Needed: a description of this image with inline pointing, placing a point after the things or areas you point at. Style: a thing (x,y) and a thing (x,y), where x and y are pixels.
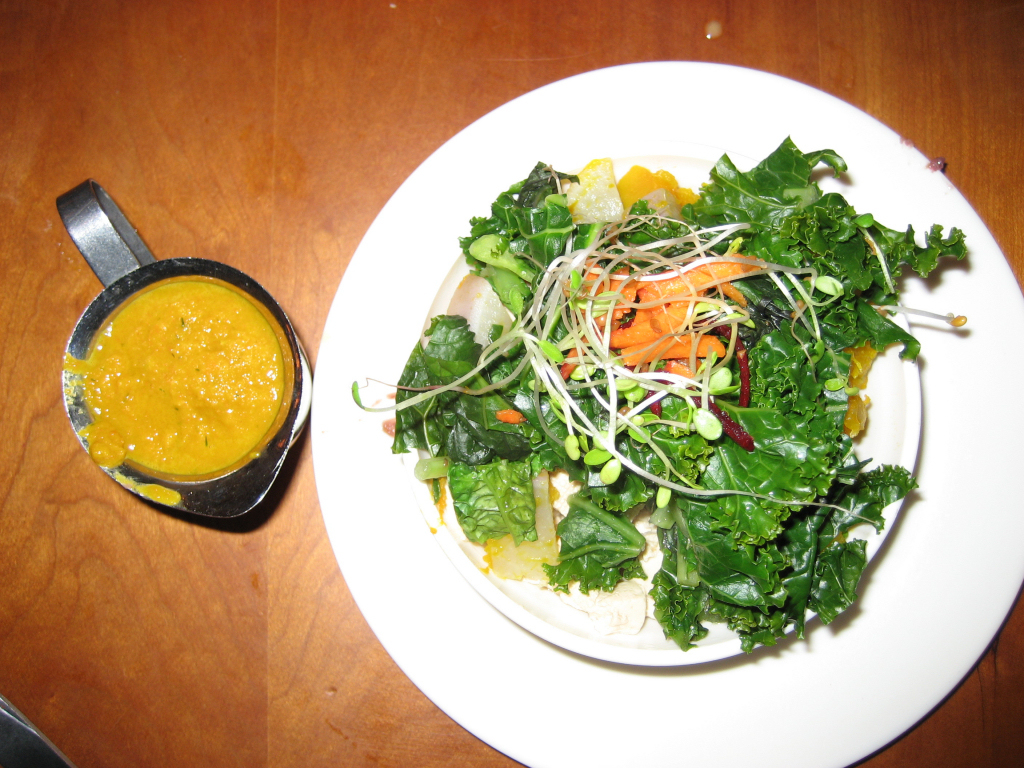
There is a plate (513,151). On the plate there is another plate (573,632) with salad (571,466). There are leafy vegetables (541,443) and many other items (616,296) in that. And the plate (470,163) is on a wooden surface (146,141). There is a jug (234,492) with food item (215,381). And the jug (250,496) is on a surface (258,637).
